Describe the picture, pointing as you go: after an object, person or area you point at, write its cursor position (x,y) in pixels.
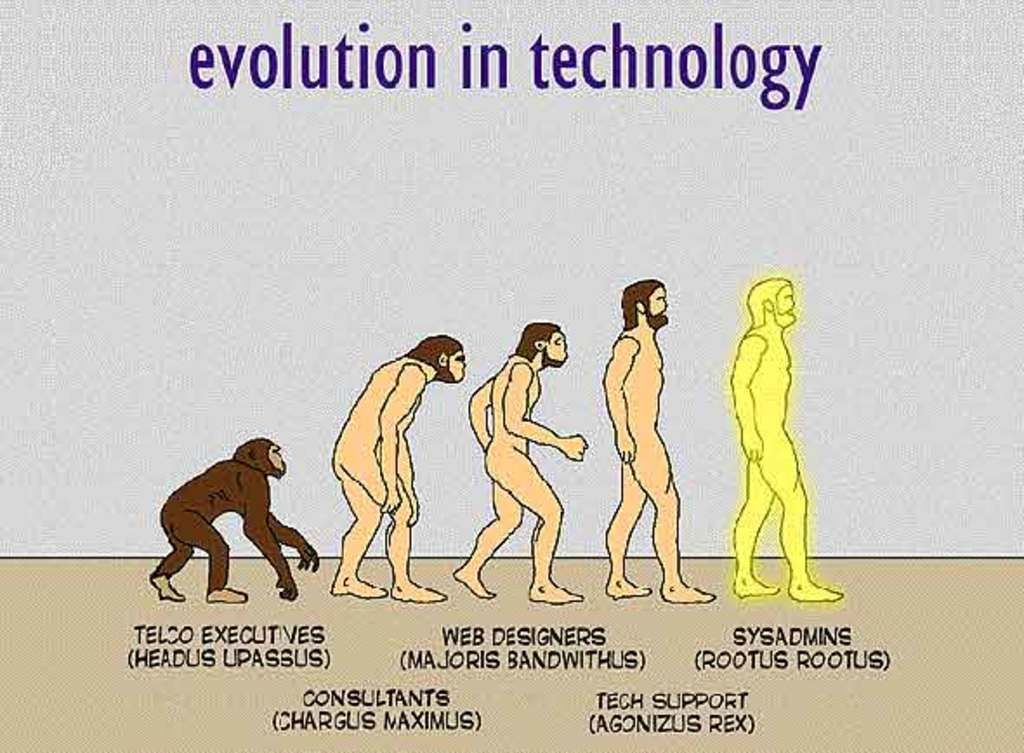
In this image, we can see evolution of a person (621,372) and some text (218,633).
